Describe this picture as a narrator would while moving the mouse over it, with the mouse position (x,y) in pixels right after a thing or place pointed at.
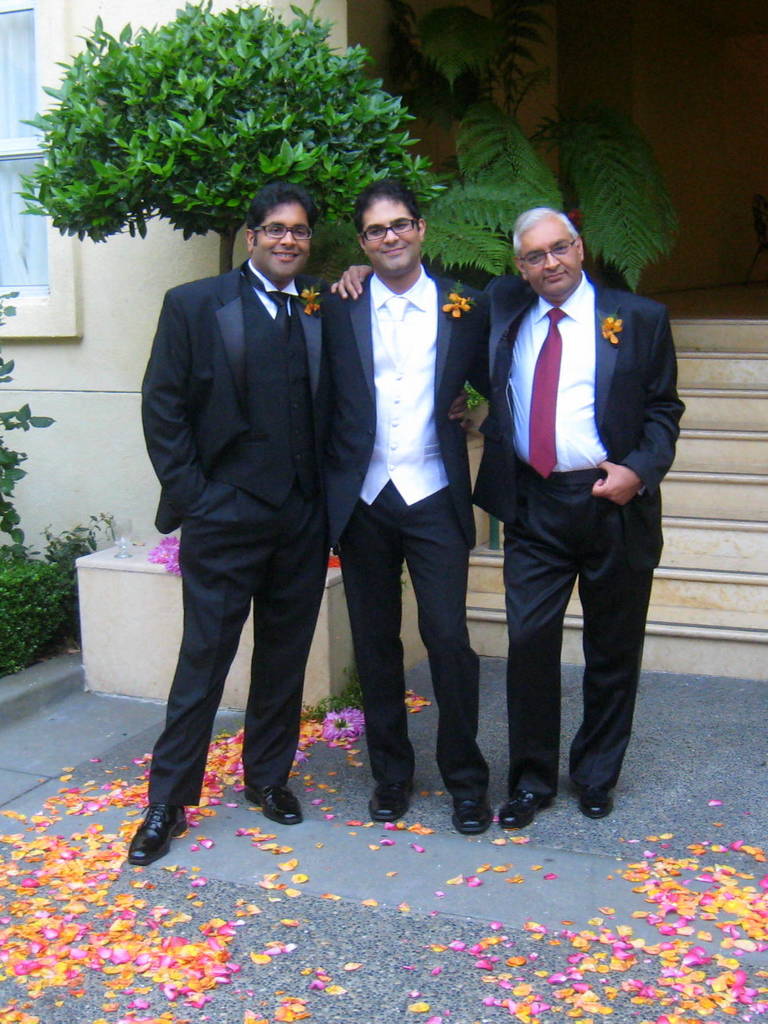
In the foreground of this image (533,534), there are three men (413,506) standing in suit (444,519) having flowers (466,307) on their coats (483,339). On the bottom (685,910), there are petals (167,975) of rose (696,974). In the background (687,593), there are stairs (690,430), wall (129,362), few plants (285,155) and a window (12,232).
